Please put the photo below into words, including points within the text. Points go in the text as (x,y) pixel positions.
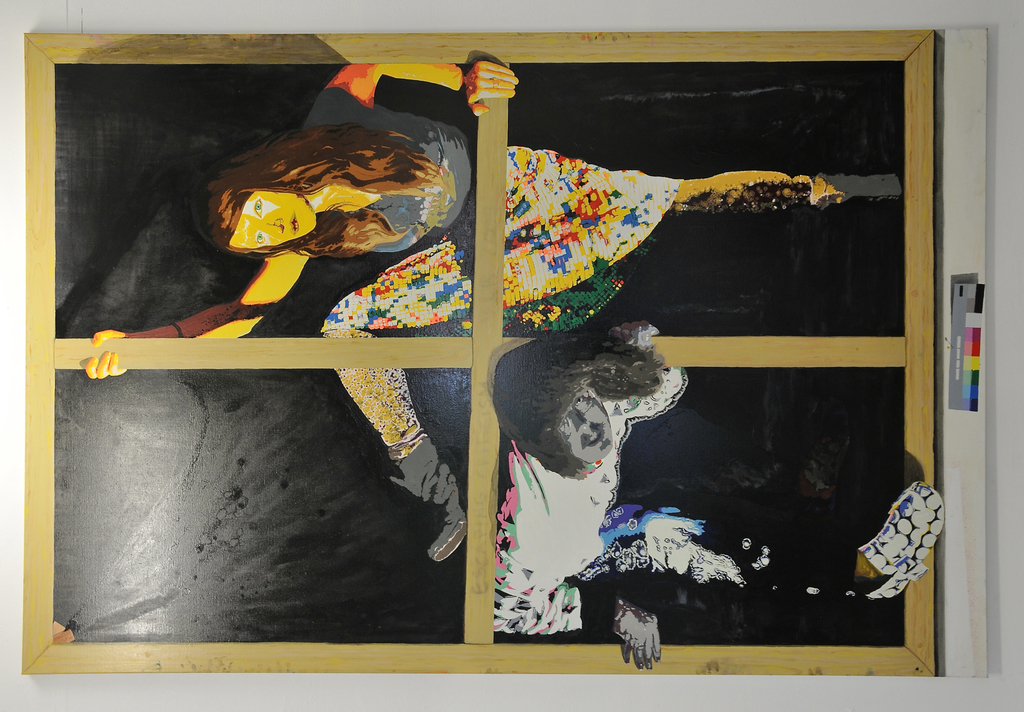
In this image we can see painting (539,464) of persons (281,158) on the board (851,373). Here we can see wall (766,691).
